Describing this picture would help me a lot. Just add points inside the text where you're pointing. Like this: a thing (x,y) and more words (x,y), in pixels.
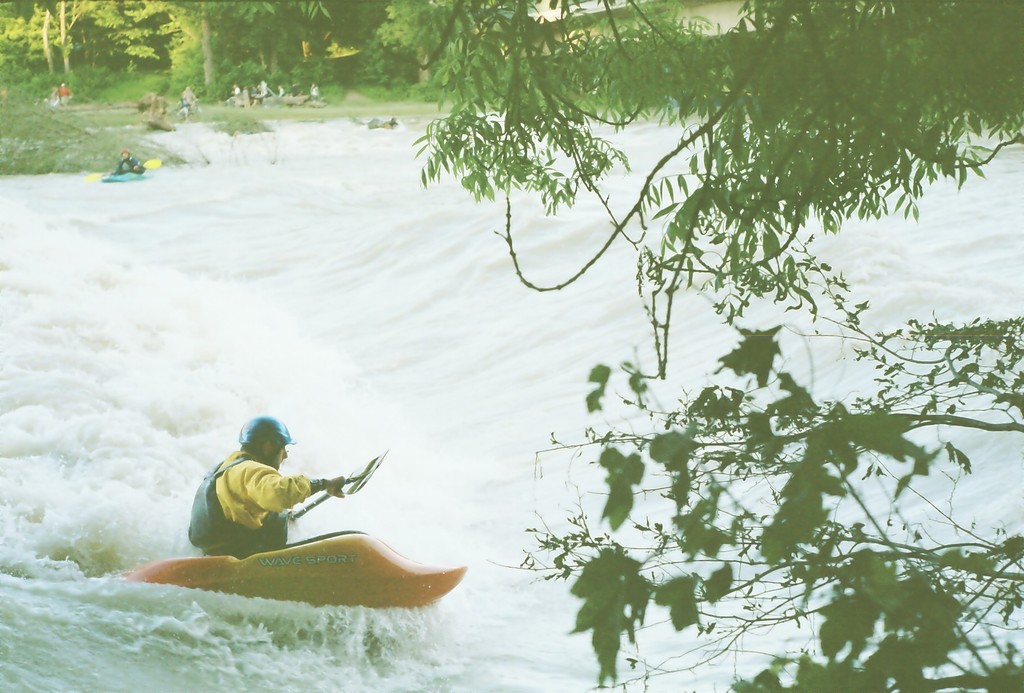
In this image we can see persons (126,164) on kayak (247,561) and holding paddles (293,519). They are on water (196,161). There are trees (288,42). On the right side (713,117) there are branches (711,186).
